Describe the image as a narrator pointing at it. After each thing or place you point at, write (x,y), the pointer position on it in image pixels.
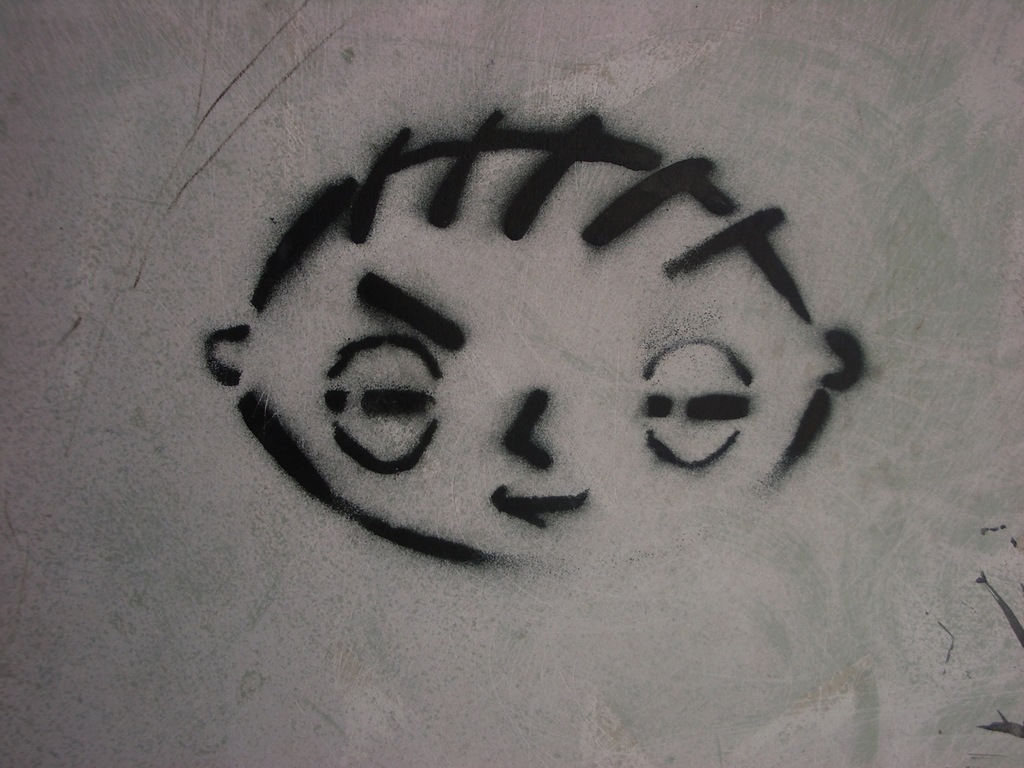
This image looks like, it is a painting (507,398) on the wall (527,492). This looks like a face (326,368).
